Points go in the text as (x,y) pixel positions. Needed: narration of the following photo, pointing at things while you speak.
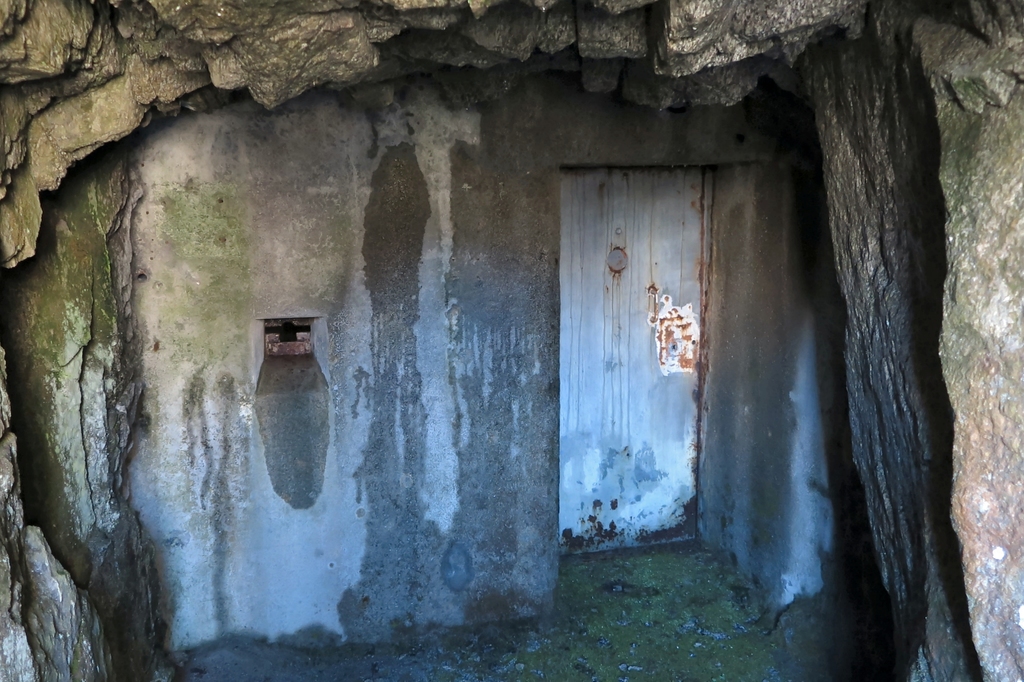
In this picture, we see a wall (405,361) and a door (623,335). At the top (297,73), we see the rock (113,70). It looks like a cave (848,520).
